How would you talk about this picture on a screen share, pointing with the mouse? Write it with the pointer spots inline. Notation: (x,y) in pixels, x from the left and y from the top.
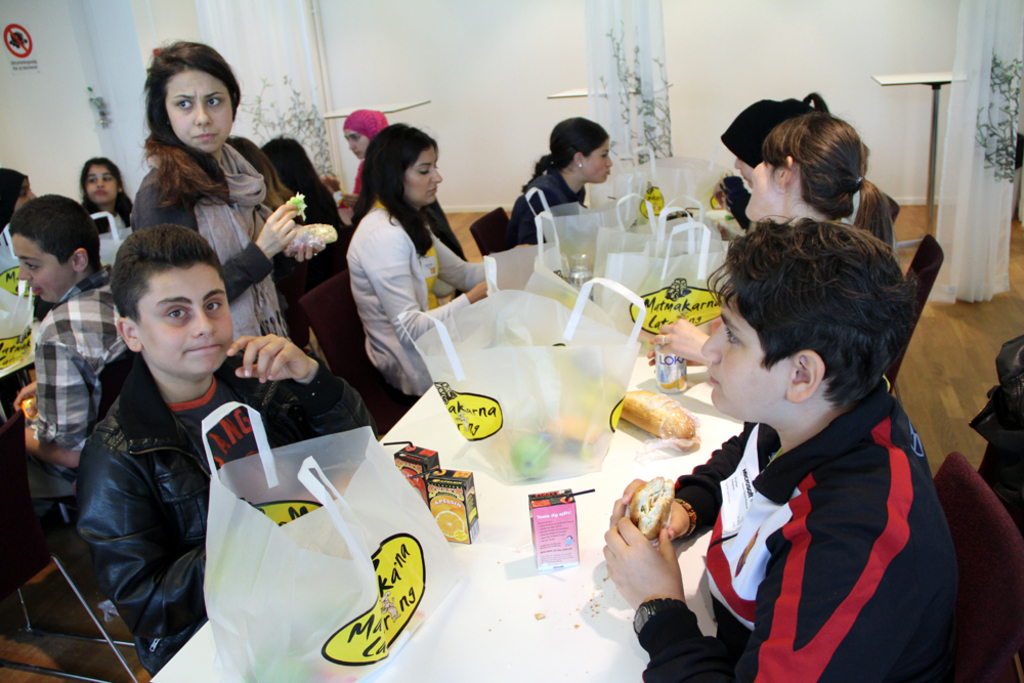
Here in this picture we can see a group of children (421,381) sitting on chairs (364,361) over there and we can see tables (670,473) in front of them with covers (616,357) having food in that present on the table (549,610) all over there and in the middle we can see a woman (242,222) standing and she is holding something in her hand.
